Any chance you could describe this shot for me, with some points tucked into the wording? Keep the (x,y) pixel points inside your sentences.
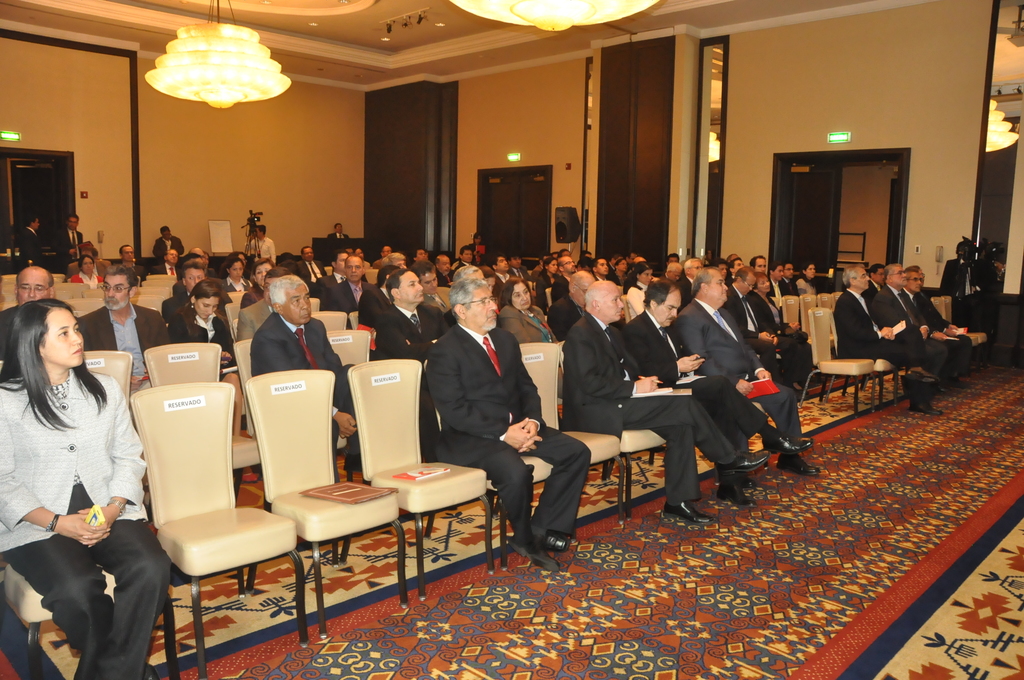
This is an inside view of a room (695,449). Here I can see many people (263,317) are sitting on the chairs (220,497) facing towards the right side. At the bottom (657,622), I can see a mat (813,585) on the floor (679,611). In the background (56,212) there are doors (534,201) to the wall (277,144). At the top of the image (218,66) there are two chandeliers (203,54).
